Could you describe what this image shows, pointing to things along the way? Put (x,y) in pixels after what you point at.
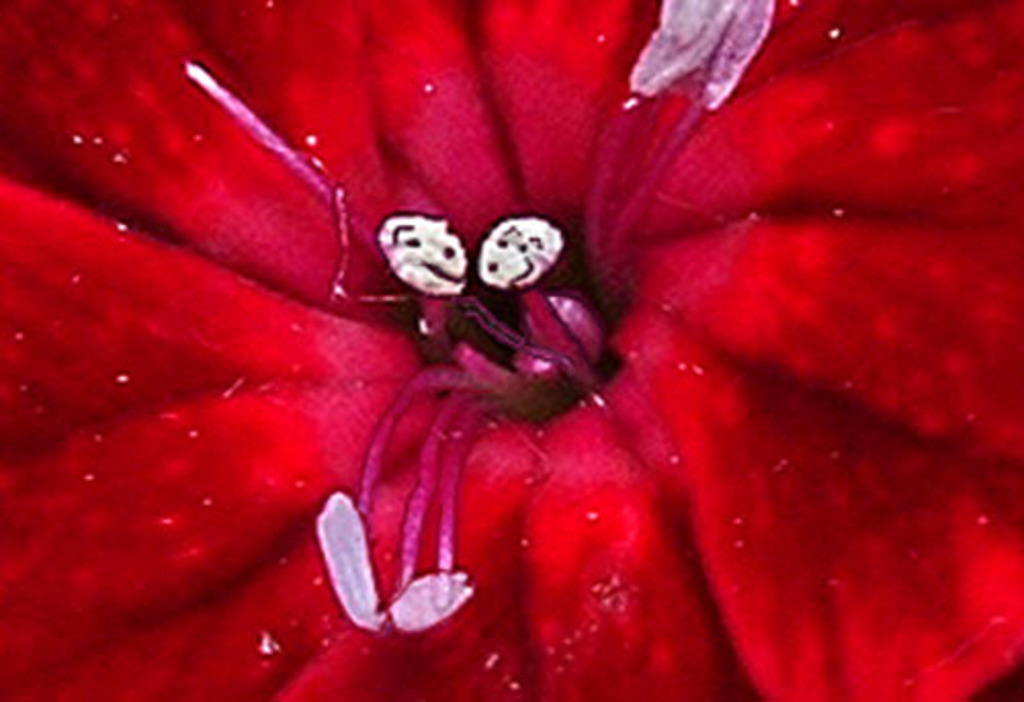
In this picture I can see red color flower (450,342).
